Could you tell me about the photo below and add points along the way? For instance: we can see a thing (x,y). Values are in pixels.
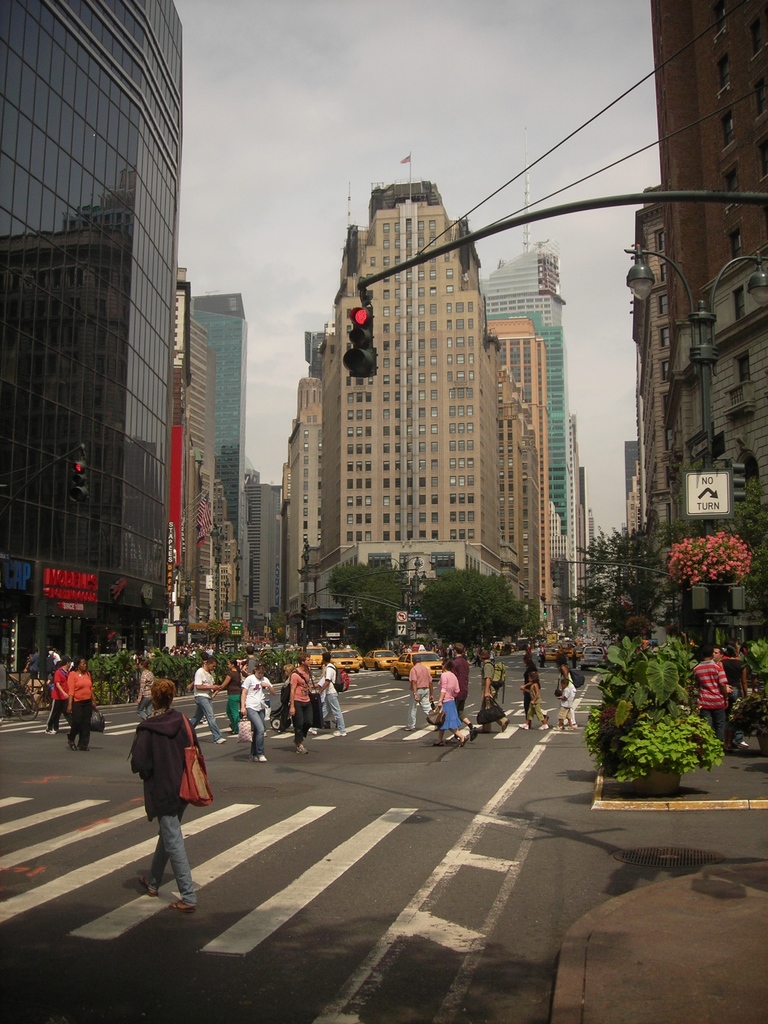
In this image there are a few people (170,717) walking on the roads (307,737) and pavements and there are few vehicles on the roads (297,760), beside the road (310,752) there are plants (635,711), bushes (656,718), lamp posts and buildings (526,495), at the top of the image (371,336) there are traffic light (371,323) and cables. On the buildings (420,223) there are flags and antennas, on the lamp posts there are sign boards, on the buildings (125,603) there are name boards (116,592).
